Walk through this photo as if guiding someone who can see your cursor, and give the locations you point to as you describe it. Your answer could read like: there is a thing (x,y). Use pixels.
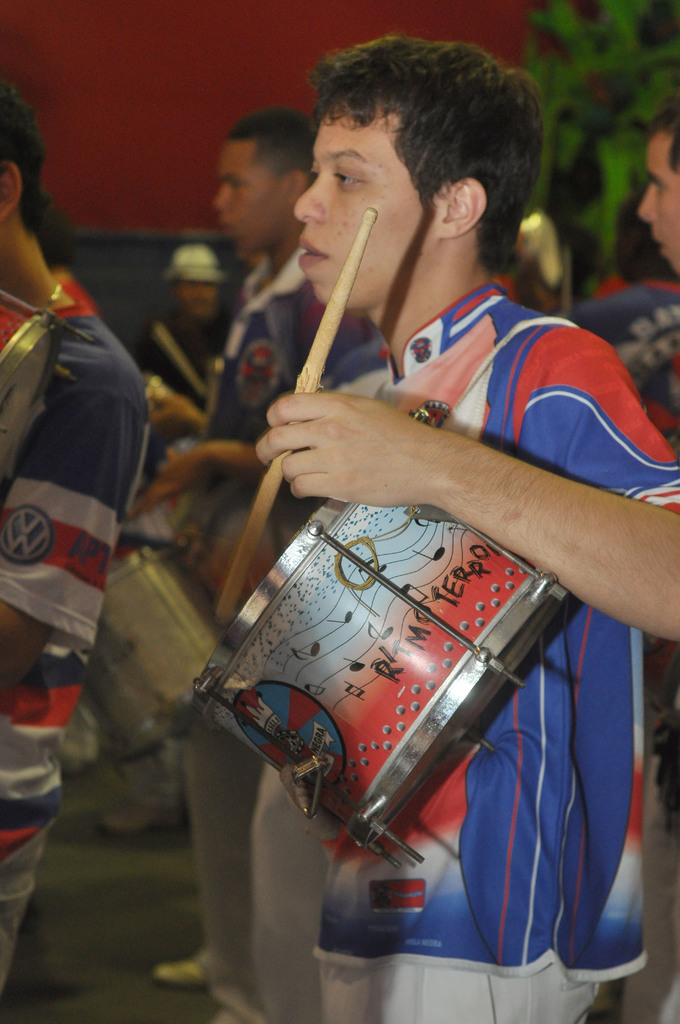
In this picture we can see few people (285,179), they are playing musical instruments (311,610), in the background (611,203) we can see a plant (577,135).
